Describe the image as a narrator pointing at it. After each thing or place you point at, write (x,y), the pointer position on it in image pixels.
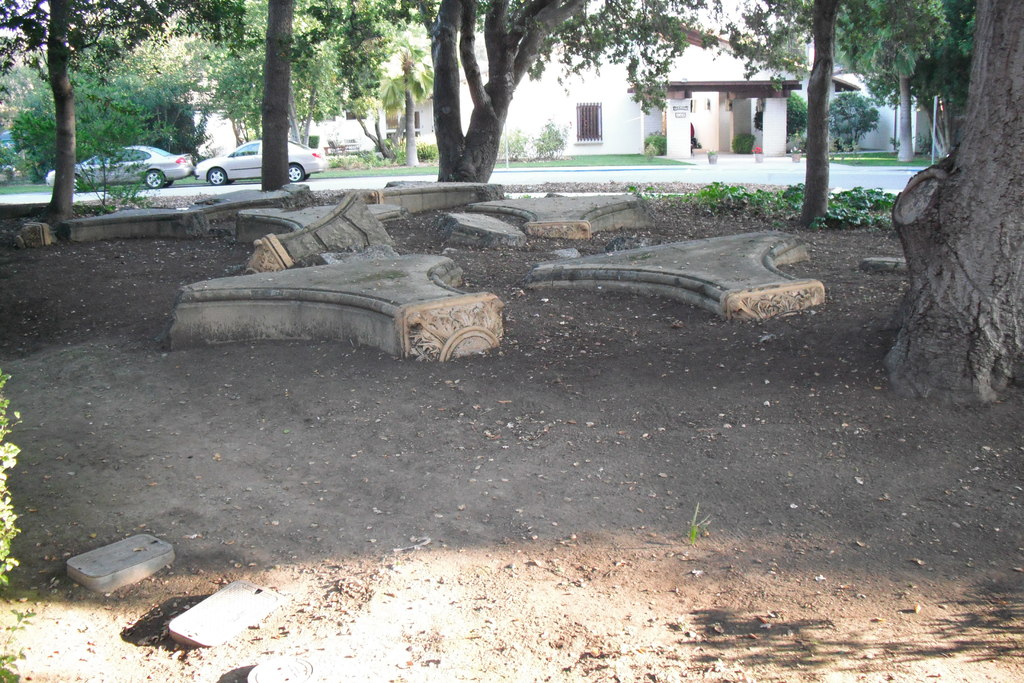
In this picture we can see trees (965,150), in the background (567,126) there are buildings (552,118), we can see two cars (243,162) on the left side (224,165), there are some plants (794,205) at the bottom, we can also see grass (604,160).
